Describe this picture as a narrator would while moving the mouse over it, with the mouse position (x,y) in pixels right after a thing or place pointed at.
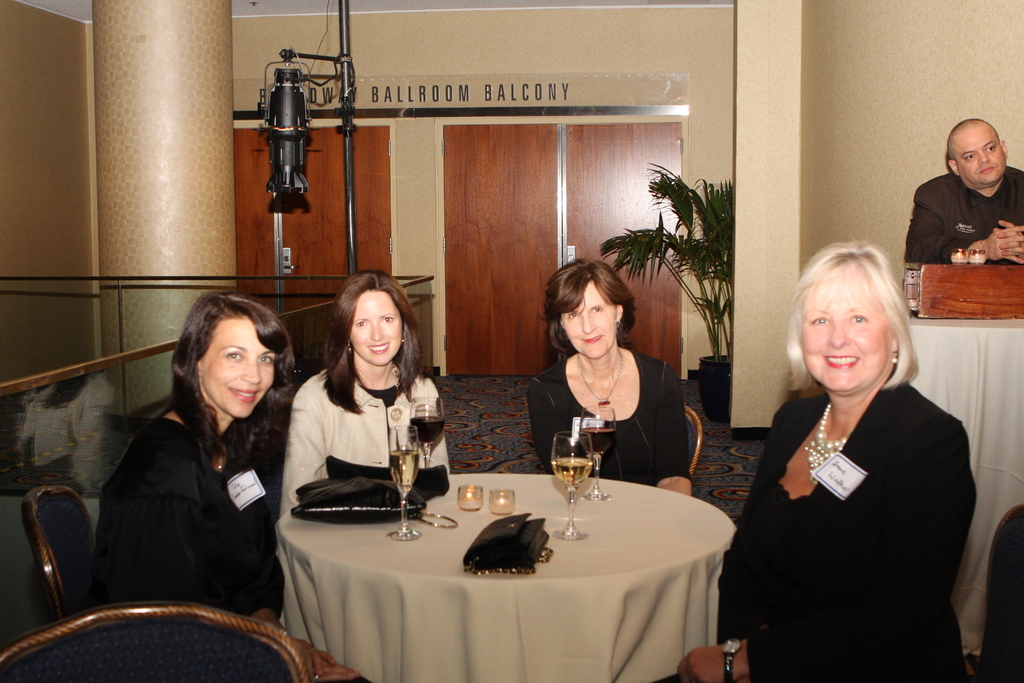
In this image I can see a group of women (298,463) are sitting on a chair (68,506) in front of a table (545,524). On the table (480,479) I can see there are few wine glasses (558,457) and other objects (432,490) on it.
